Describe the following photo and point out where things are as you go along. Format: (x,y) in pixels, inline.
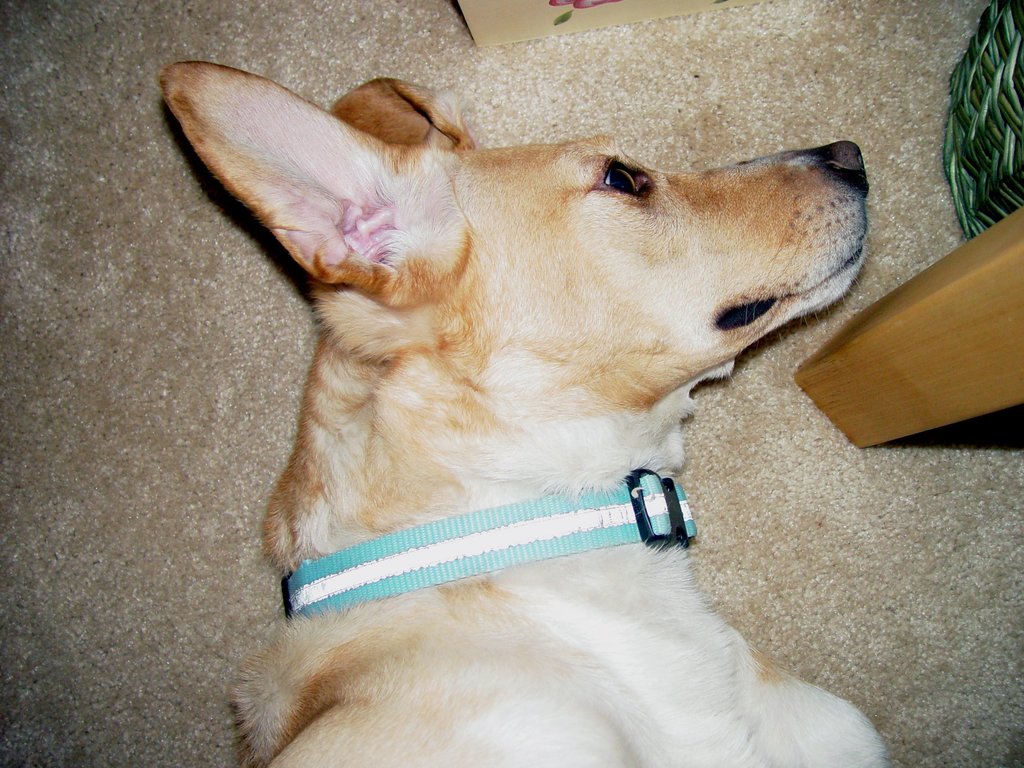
In the image we can see a dog (648,684), white and pale brown in color. Here we can see dog belt (522,532), floor (827,510), wooden pole (958,326) and basket (994,159).
